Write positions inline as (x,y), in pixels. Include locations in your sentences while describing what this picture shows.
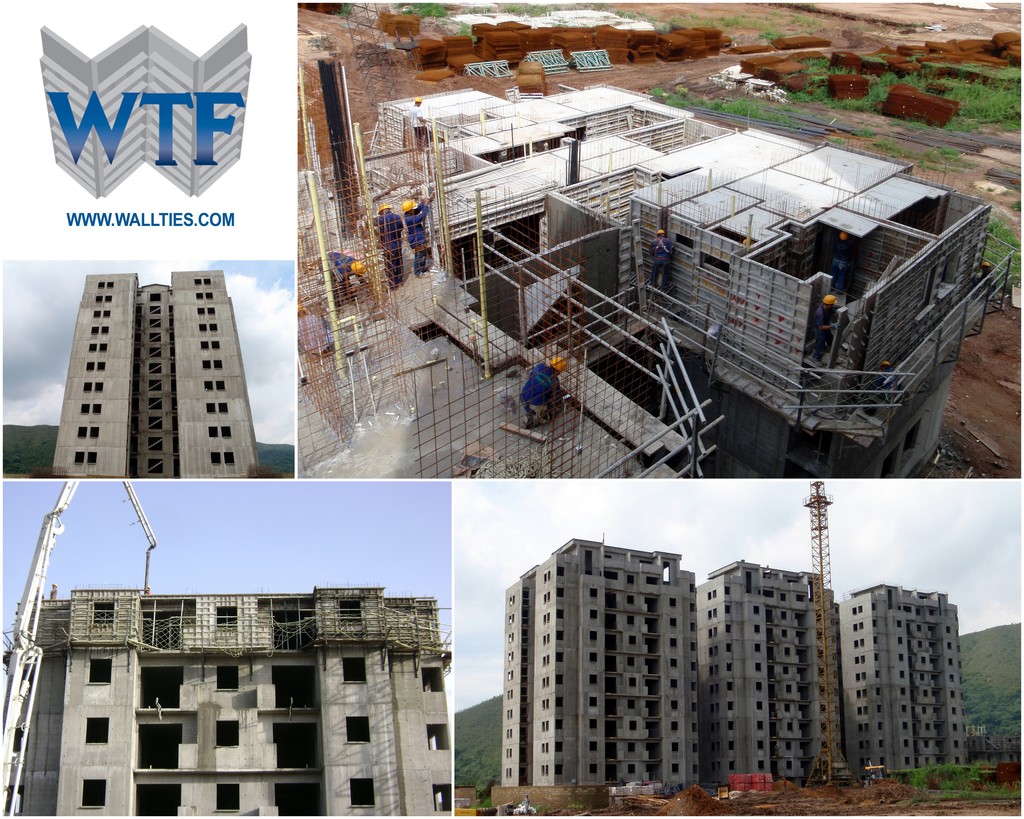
This image is a collage. In the first image we can see a building (160,434). In the second image we can see people (535,385) constructing a building (609,289). In the third image there is a building (148,721) and we can see a crane (26,673). In the fourth image we can see a crane (824,514), building (787,750), hill (988,712) and sky (630,540).
